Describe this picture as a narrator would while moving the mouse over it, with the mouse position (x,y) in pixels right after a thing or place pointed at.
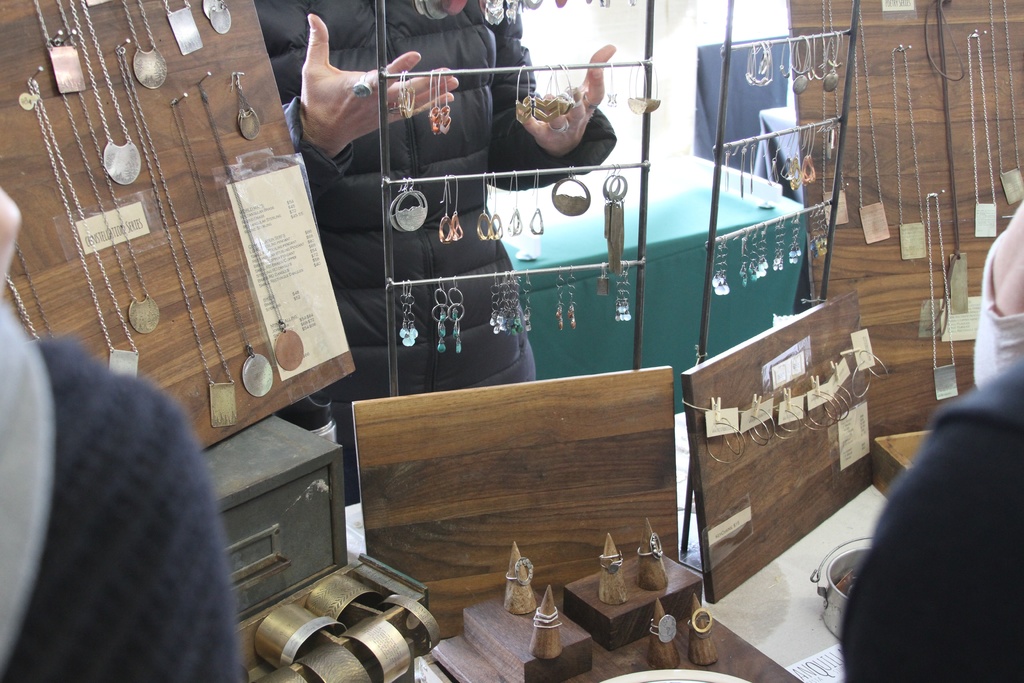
In this picture we can see man (435,43) standing behind ear rings rack (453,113) and beside to him we can see chains (132,142) on board (248,276), bangles (290,637), some more ear rings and two persons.
